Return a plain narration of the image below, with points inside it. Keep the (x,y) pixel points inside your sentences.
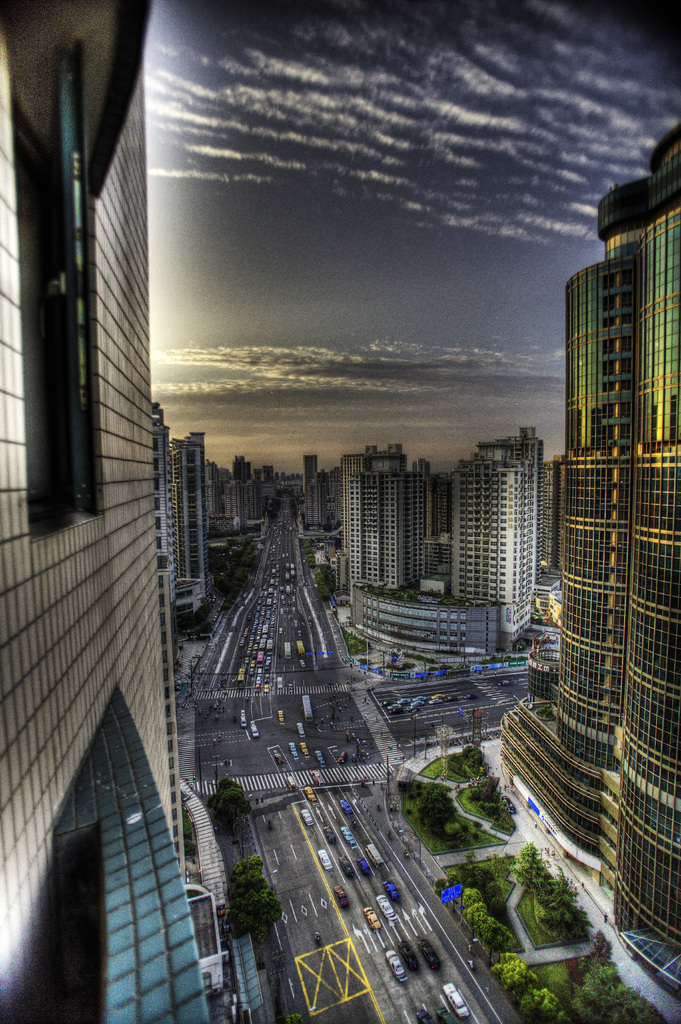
This image consists of buildings (41,664). There are cars (267,628) in the middle (273,634). There is sky (340,327) at the top (310,287). There are trees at the bottom (549,988).
